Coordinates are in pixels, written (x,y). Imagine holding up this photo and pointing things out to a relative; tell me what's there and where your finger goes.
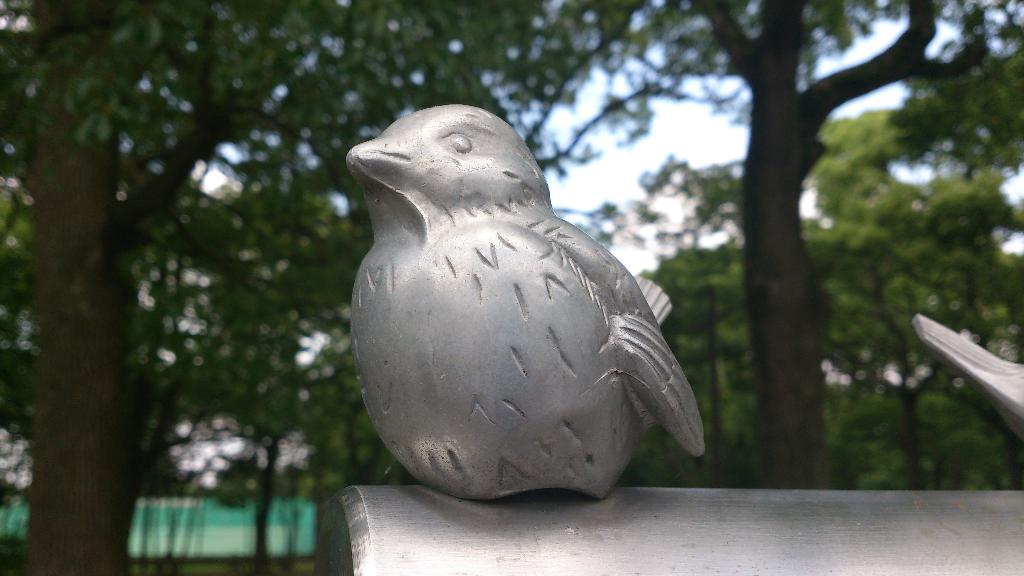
In the foreground of this image (472,333), there is a model (527,387) of a bird (575,471) on a steel surface (560,533). On the right (969,351), there is another model (981,359). In the background (773,175), there are trees (316,40) and the sky (616,154).
